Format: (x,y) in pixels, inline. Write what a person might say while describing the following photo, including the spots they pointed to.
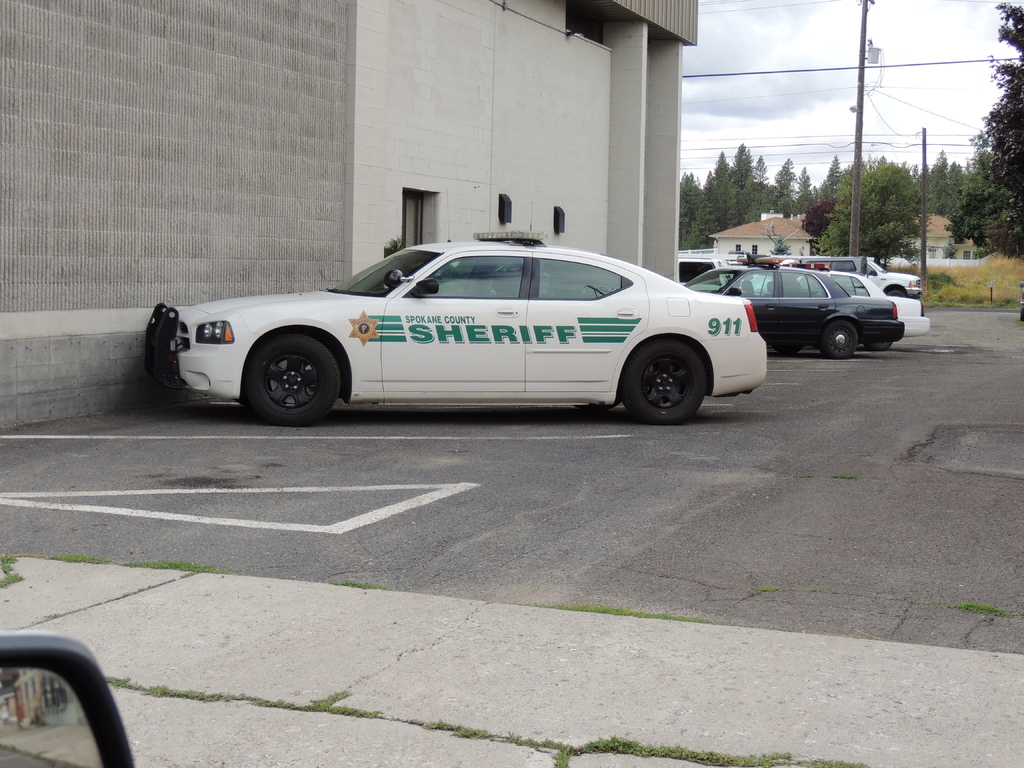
In this picture I can see few cars (691,299) parked and I can see text (515,343) on the car (483,286) and I can see building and few houses (796,229) and I can see trees (1012,174) and couple of poles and I can see cloudy sky (816,79) and I can see side mirror (10,677) of a vehicle (10,660) at the bottom left corner (27,736).
